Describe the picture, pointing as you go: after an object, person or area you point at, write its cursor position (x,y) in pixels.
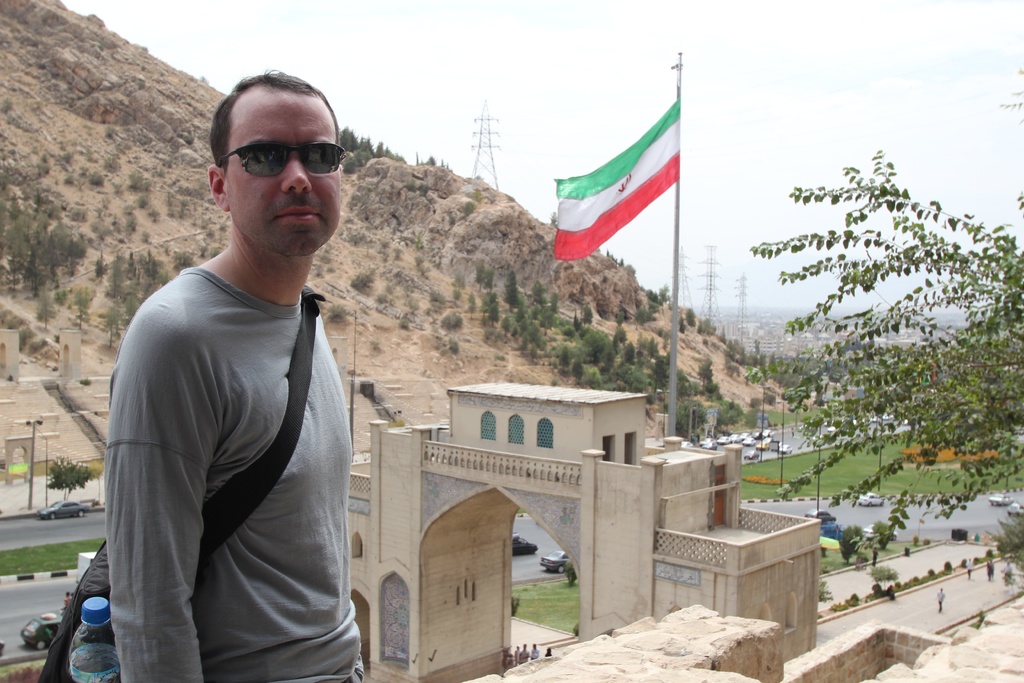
In this image I can see a man (328,618) is standing on the left side (338,377) and I can see he is carrying a black bag (74,621). I can also see he is wearing t shirt (267,672), black shades (306,158) and on the bottom left side of this image (95,617) I can see a water bottle (90,607). In the background (779,569) I can see a building (714,581), number of poles (31,450), number of trees (950,396), few towers (716,288), a flag (672,134) and I can also see number of vehicles (85,515) on the roads (967,502). On the bottom right side of this image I can see number of people (1008,574) are standing.
